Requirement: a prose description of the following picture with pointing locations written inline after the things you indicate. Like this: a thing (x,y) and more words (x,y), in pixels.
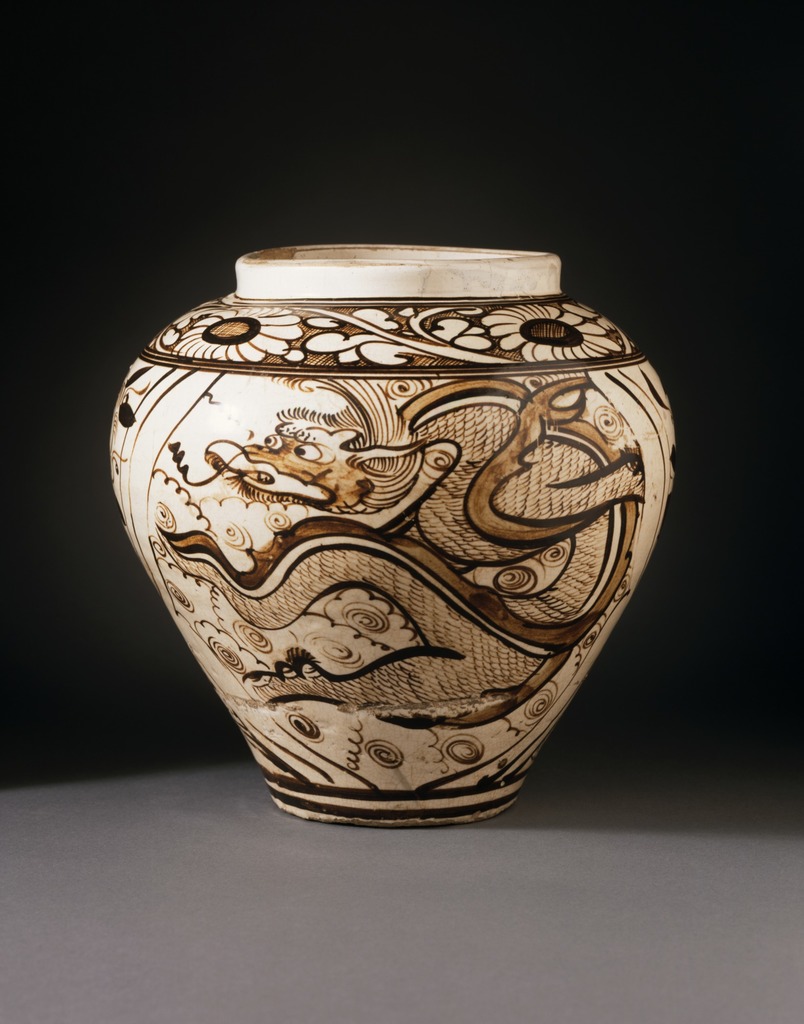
In this picture we can see a pot (658,513) and there is a painting (406,587) on it. Background (208,131) portion of the picture is dark.
